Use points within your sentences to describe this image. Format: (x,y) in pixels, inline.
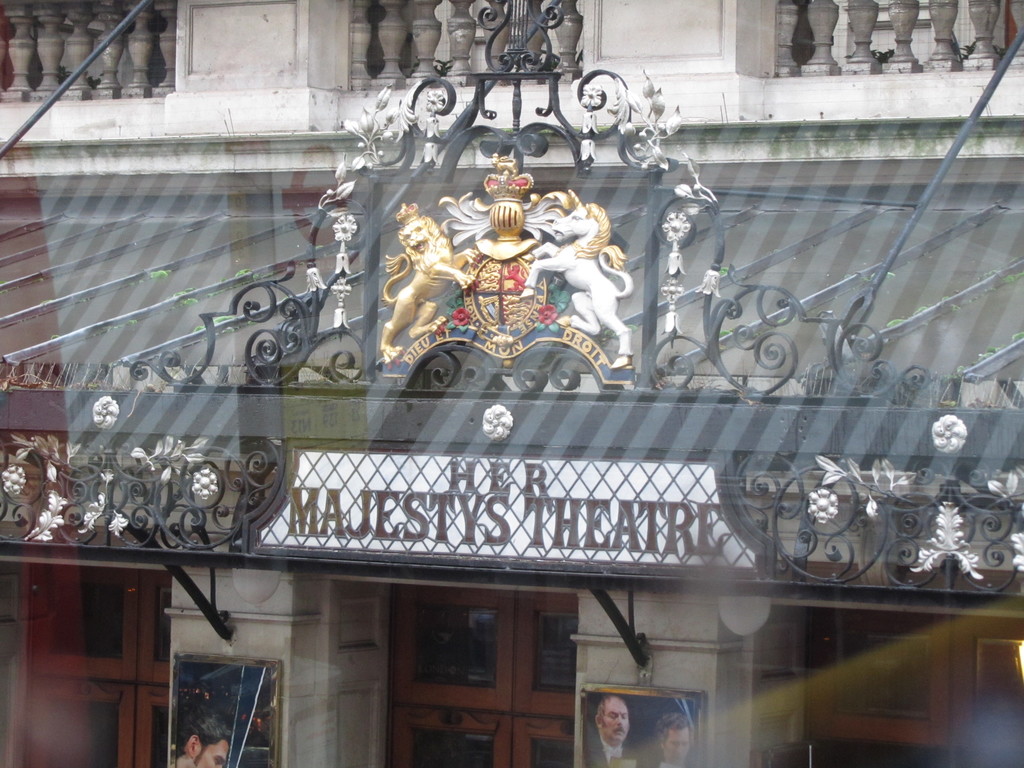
In this image there is building (570,299). There is a board (513,494) with text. There are photos (232,691) on the pillars (729,676). There is a balcony (391,54) at the top (331,54) I think.
